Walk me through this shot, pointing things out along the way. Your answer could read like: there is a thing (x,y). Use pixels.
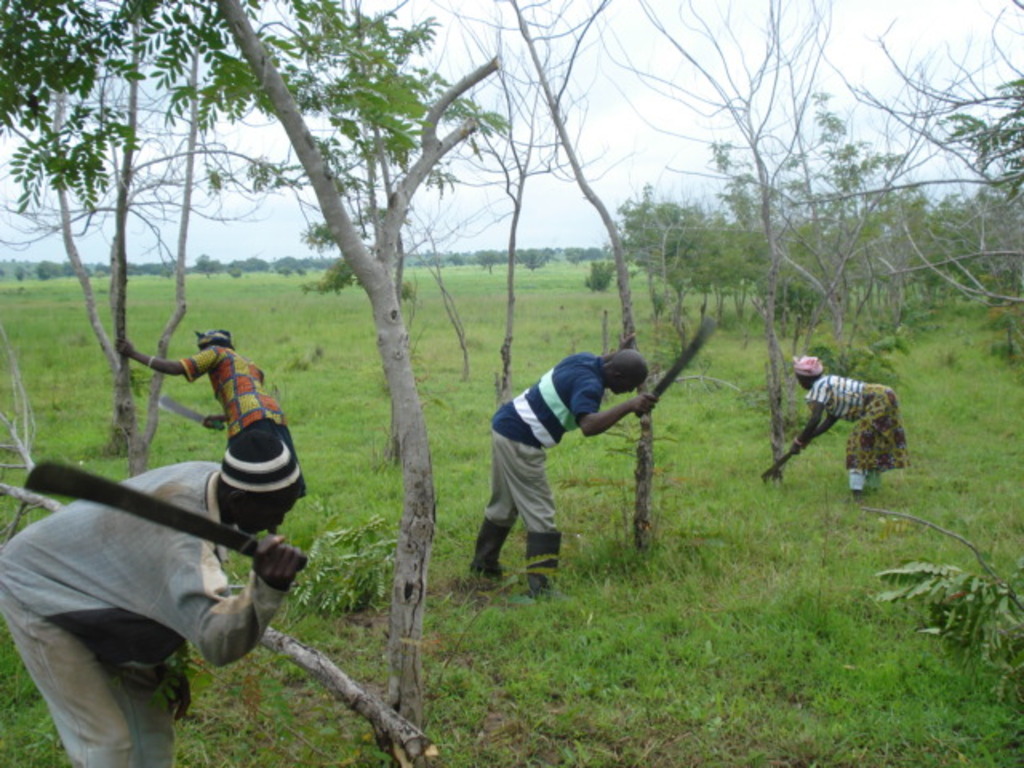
In this image, we can see people (225,396) wearing clothes (136,554) and holding swords (185,405) with their hands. There are some trees (665,278) in the middle of the image (625,293). At the top of the image (684,181), we can see the sky (464,34).
